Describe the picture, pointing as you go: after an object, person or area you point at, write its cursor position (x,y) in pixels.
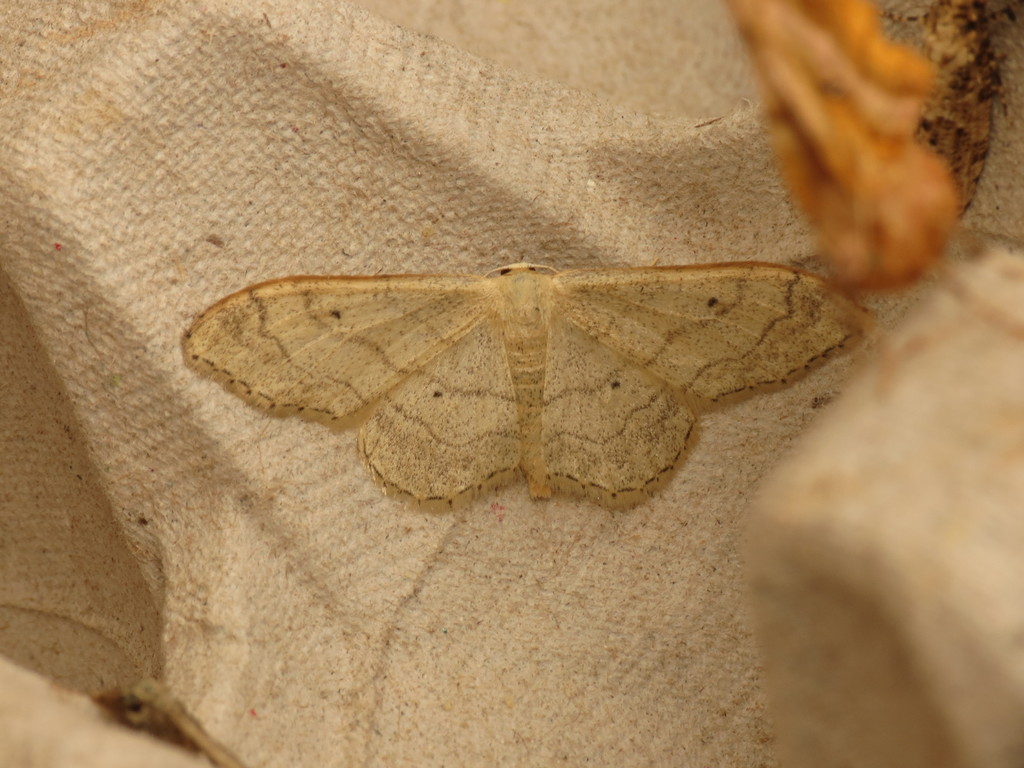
In this picture we see a cream colored moth (537,272) sitting on a cloth (615,576).
